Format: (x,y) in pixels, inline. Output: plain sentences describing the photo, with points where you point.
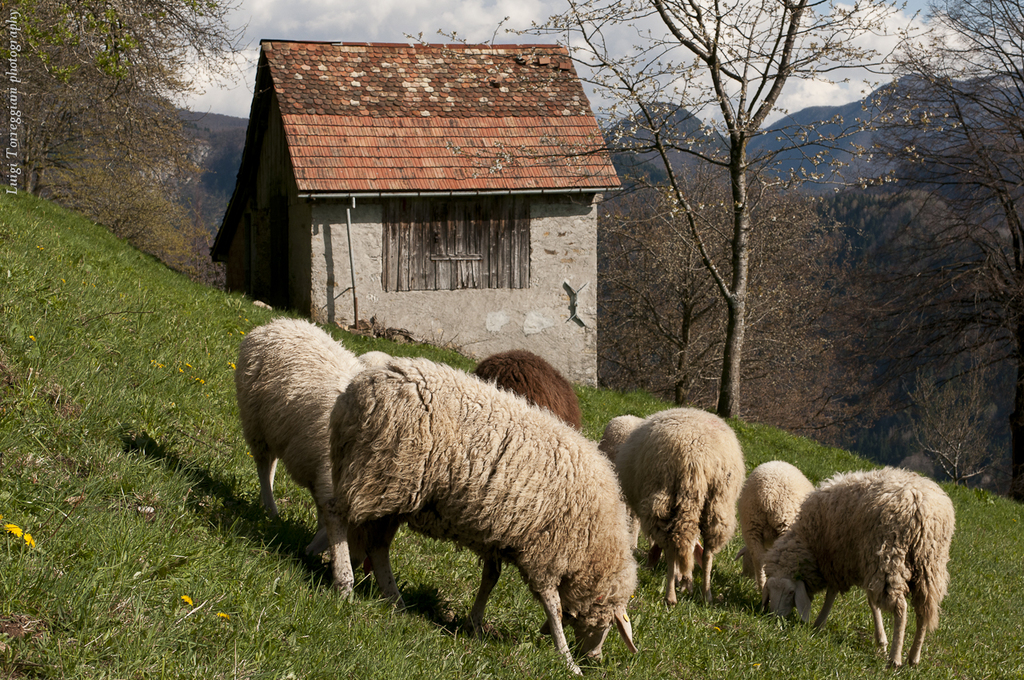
In this image I can see few animals (645,533). I can see some grass (42,554) on the ground (362,601). I can see a hut (385,230). I can see few trees (632,341). In the background (868,448) I can see mountains (844,140). At the top (457,15) I can see clouds (306,8) in the sky (395,20).
